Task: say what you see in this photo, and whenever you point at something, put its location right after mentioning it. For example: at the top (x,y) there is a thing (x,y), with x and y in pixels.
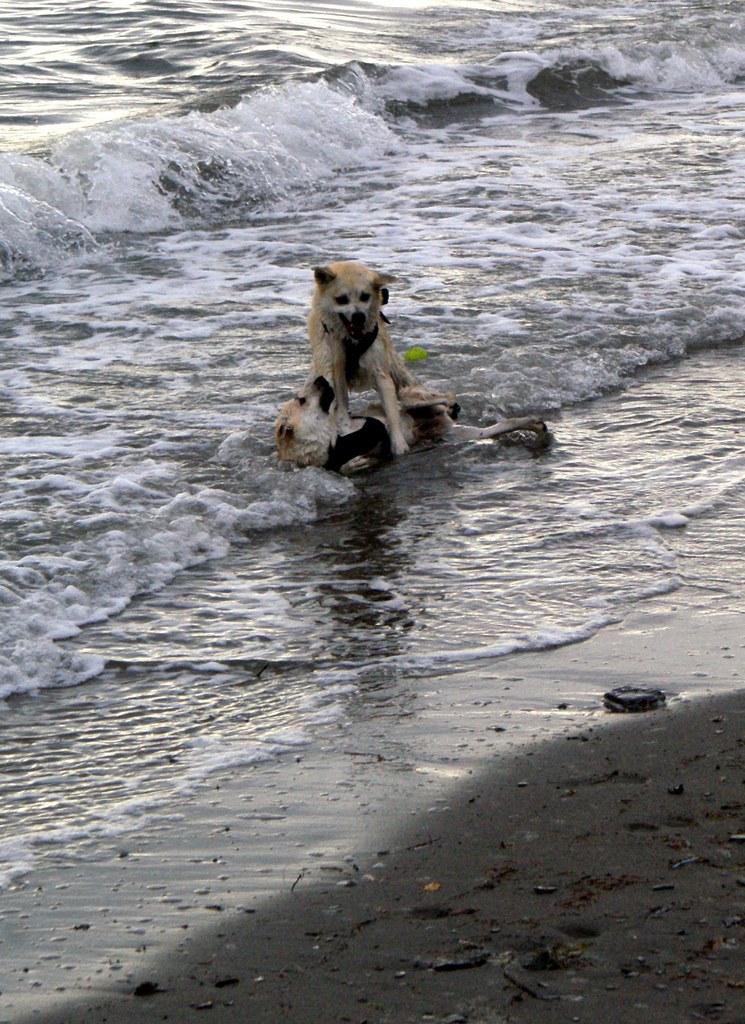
In this image I can see two animals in the water (408,503), ball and ocean (562,380). This image is taken may be during a day near the sandy beach (433,803).
